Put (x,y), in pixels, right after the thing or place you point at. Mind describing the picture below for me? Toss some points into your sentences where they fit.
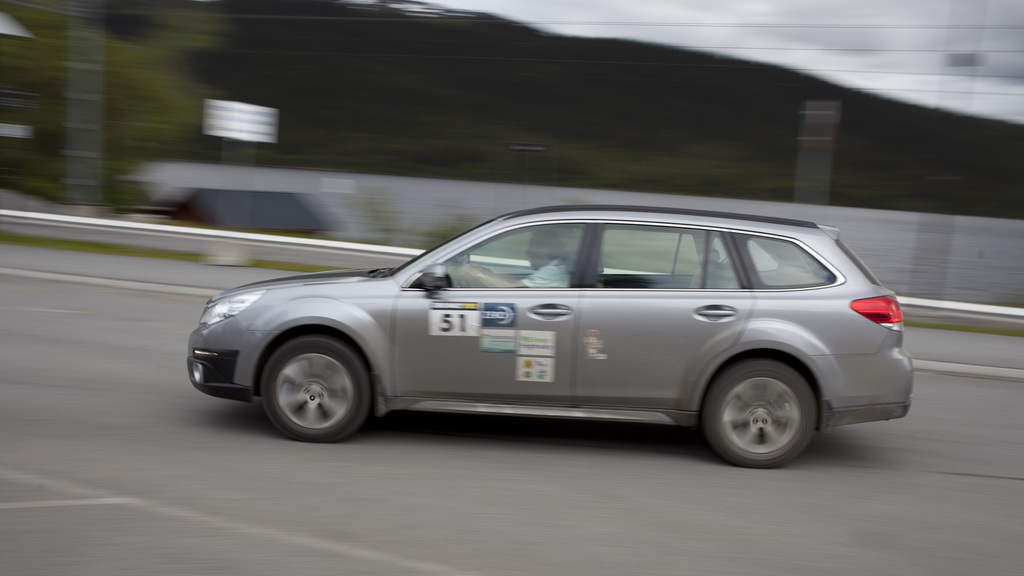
In the center of the image (631,291) we can see a person (549,252) driving the vehicle (462,302) on the road (483,436) and the background (860,108) is blurred with the hill (719,121) and also electrical wires (923,27) and sky (825,23).
